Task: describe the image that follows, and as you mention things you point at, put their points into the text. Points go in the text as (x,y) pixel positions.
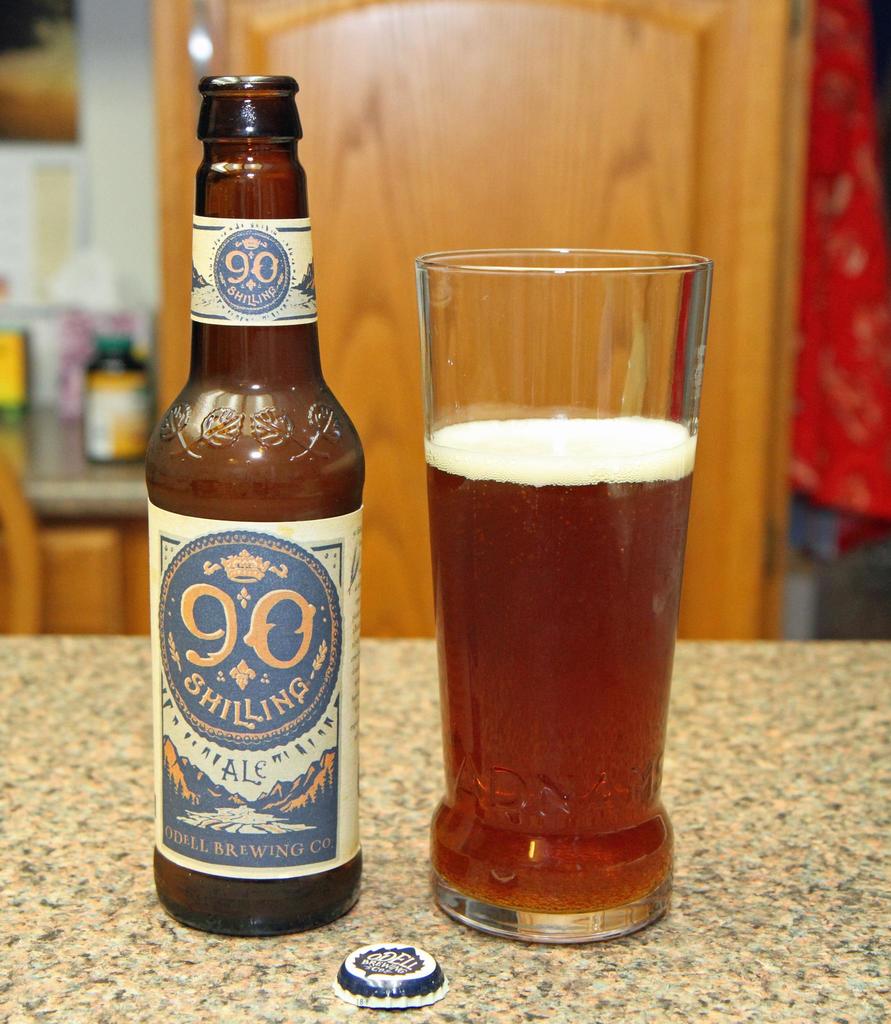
In this picture is a beer bottle (249,860) and a beer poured in glass (565,845) kept on the table (750,723). In the background (516,119) there is a wooden door (491,79).
